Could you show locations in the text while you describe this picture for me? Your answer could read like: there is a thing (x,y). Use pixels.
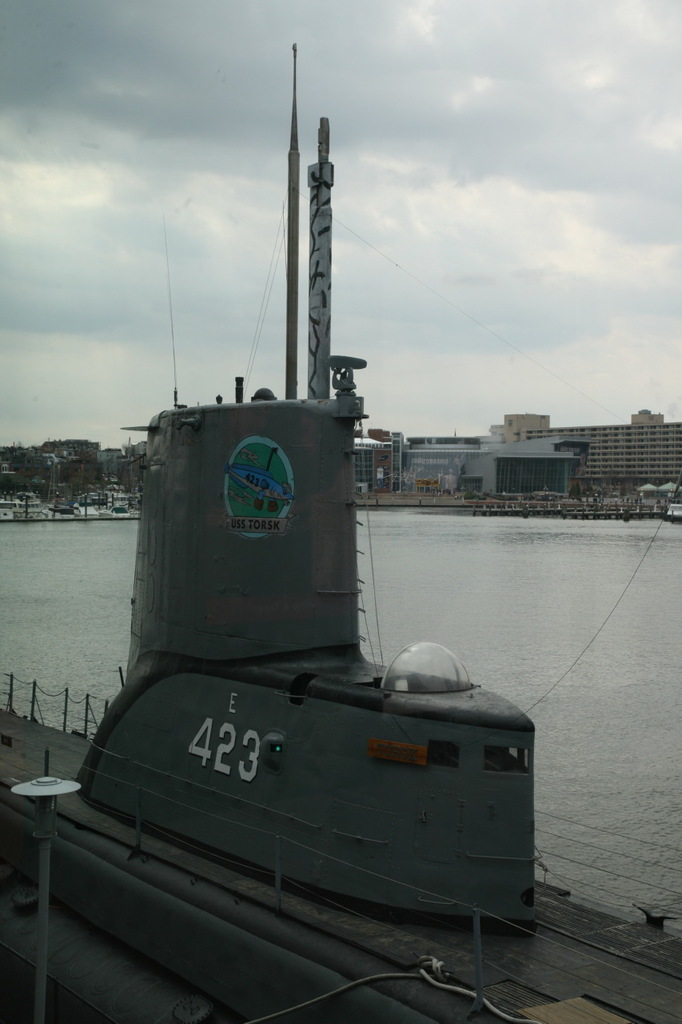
In this picture I can see there is a submarine (223,766) and there is water (560,720) in the backdrop (657,845) and there are buildings (496,477) and the sky (64,95) is cloudy.
